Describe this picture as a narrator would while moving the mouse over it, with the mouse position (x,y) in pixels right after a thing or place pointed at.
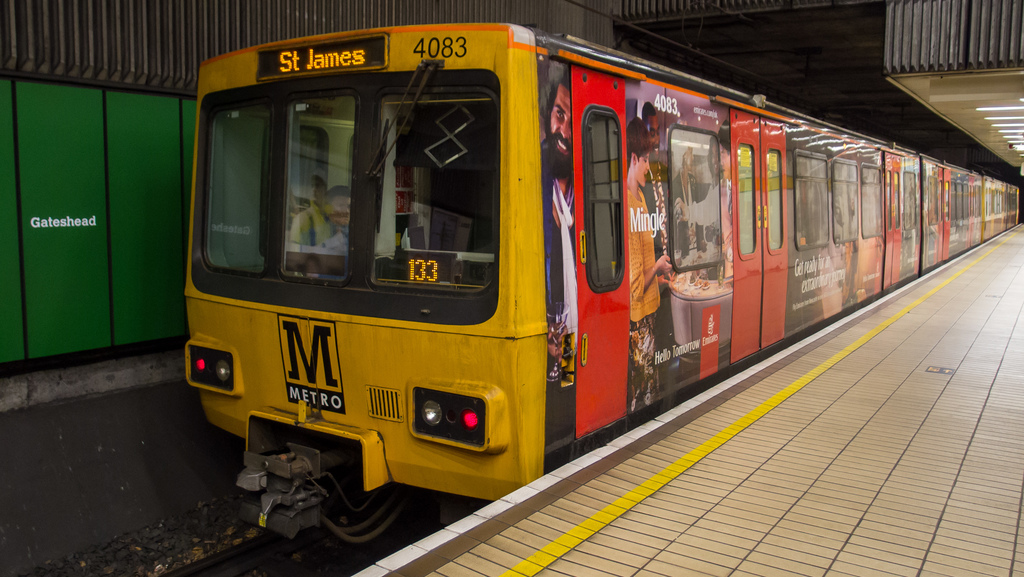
In this image we can see a locomotive (459,271) which is of yellow color is on the platform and at the top of the image (184,35) there is roof (744,9) which is made of iron sheet (976,20).
